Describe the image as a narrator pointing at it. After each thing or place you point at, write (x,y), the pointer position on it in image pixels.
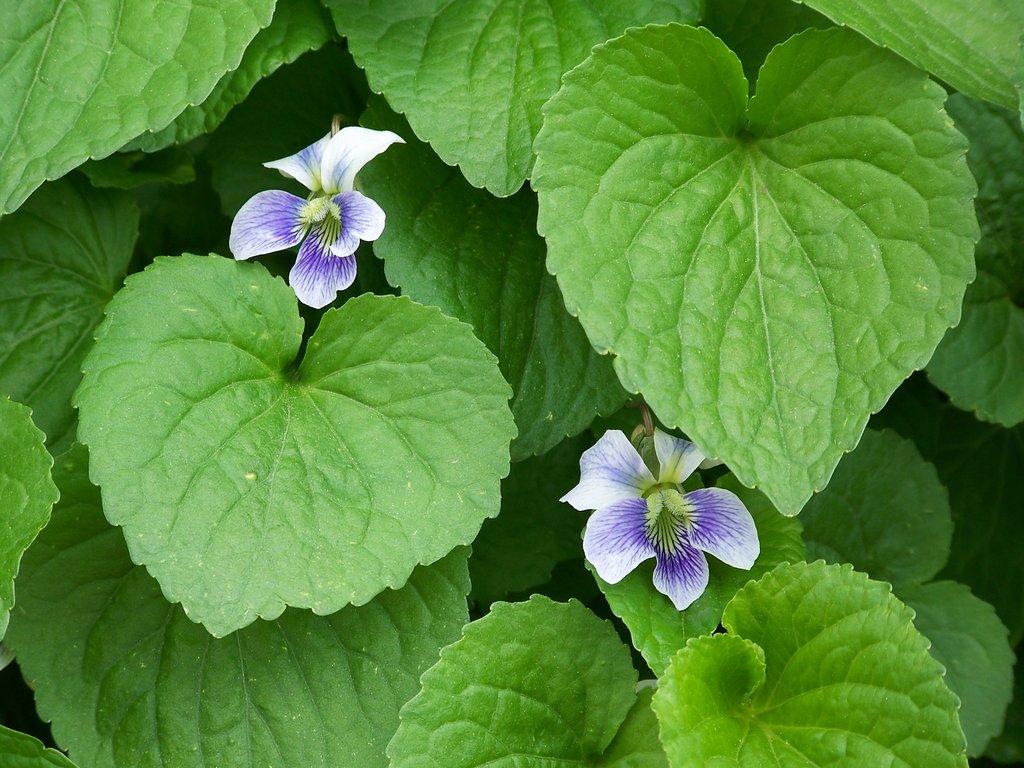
In this picture we can see green leaves (604,648) and two flowers (354,207).
